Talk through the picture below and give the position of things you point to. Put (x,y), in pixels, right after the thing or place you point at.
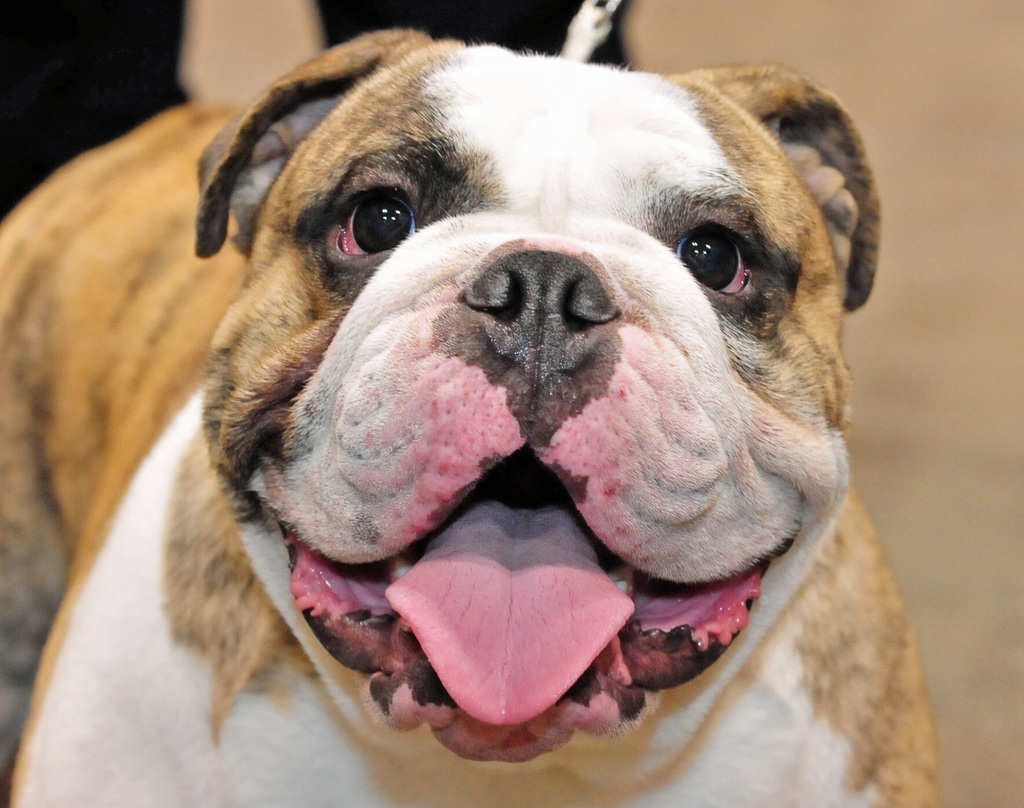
As we can see in the image there is a dog (311,348).
